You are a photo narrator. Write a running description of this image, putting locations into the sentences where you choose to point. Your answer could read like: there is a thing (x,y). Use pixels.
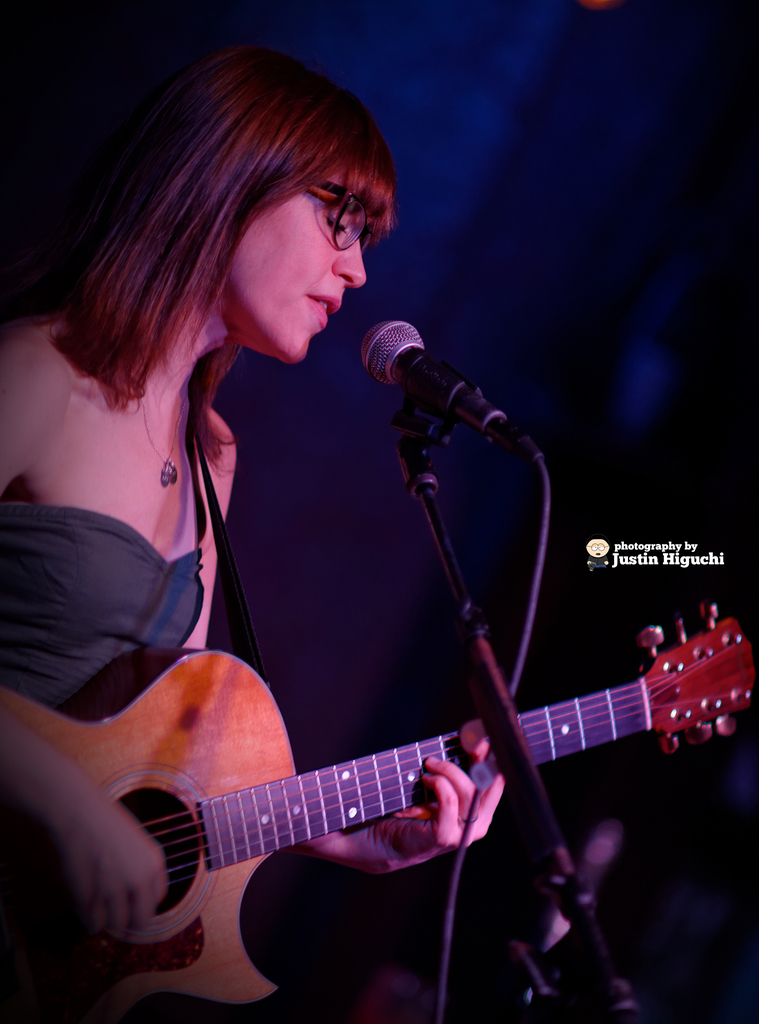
In this image I see a woman (15,668) who is holding a guitar (162,660) and there is a mic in front of her, I can also see she is wearing a black dress (1,526). In the background (675,455) it is dark.
